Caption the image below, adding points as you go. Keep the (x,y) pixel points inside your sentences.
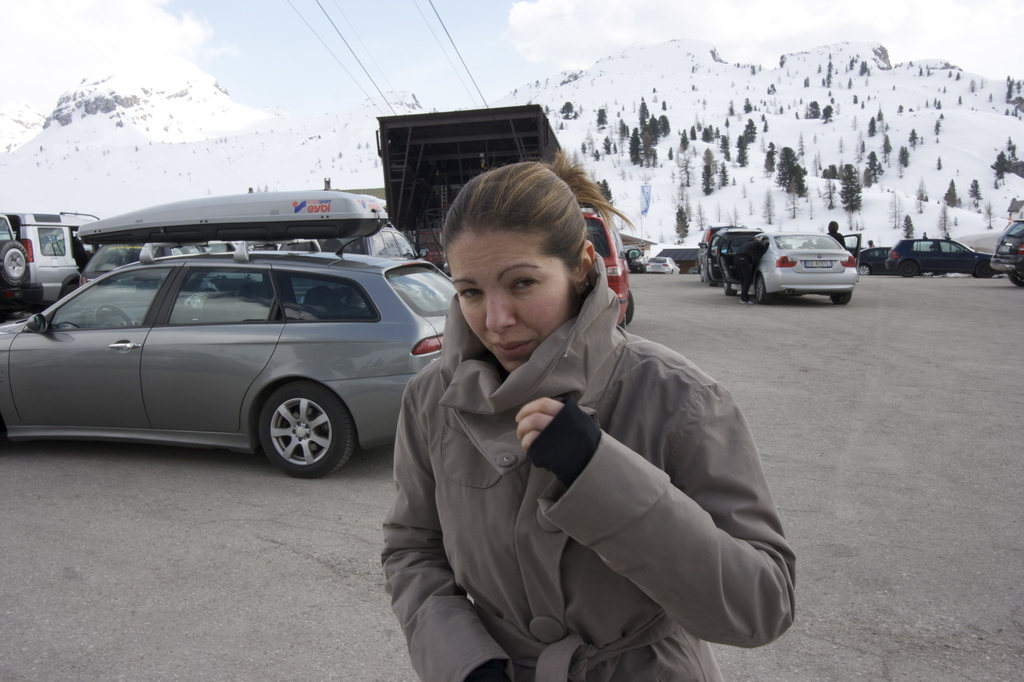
In this image I can see a person (629,404) wearing grey dress (626,569). Back I can see few vehicles (787,274), wires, trees (789,176) and snow (804,140). The sky (420,66) is in blue and white color.
